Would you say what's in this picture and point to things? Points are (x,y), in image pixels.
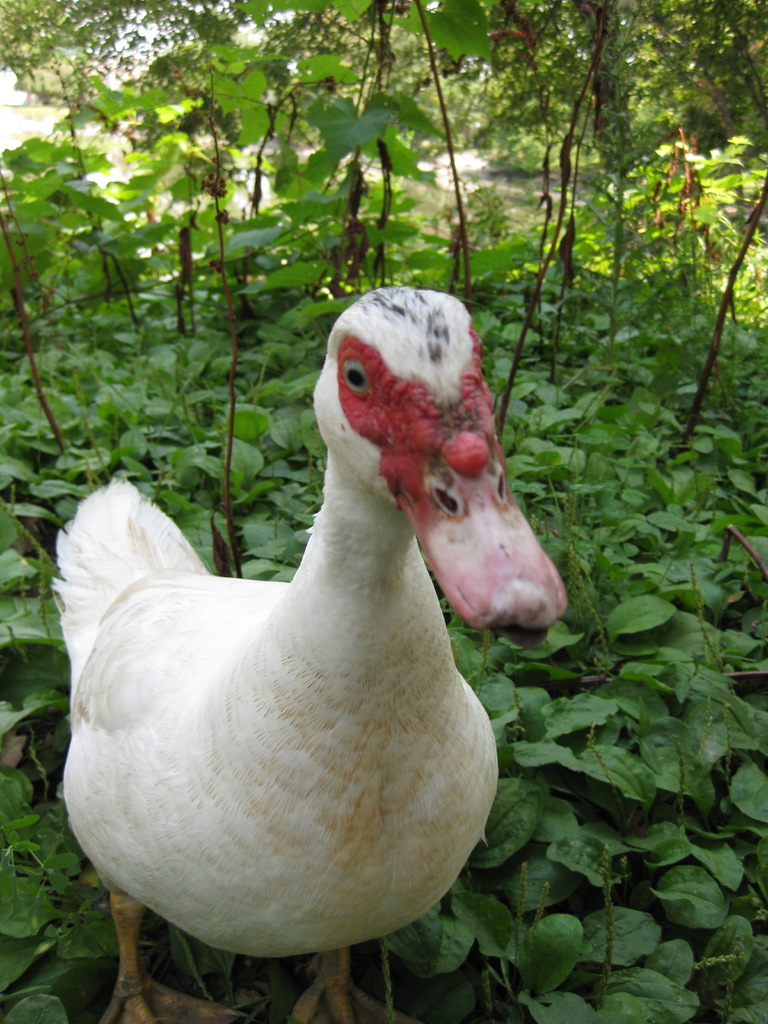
In this image we can see a duck (364,401) and we can also see the plants (349,244).
